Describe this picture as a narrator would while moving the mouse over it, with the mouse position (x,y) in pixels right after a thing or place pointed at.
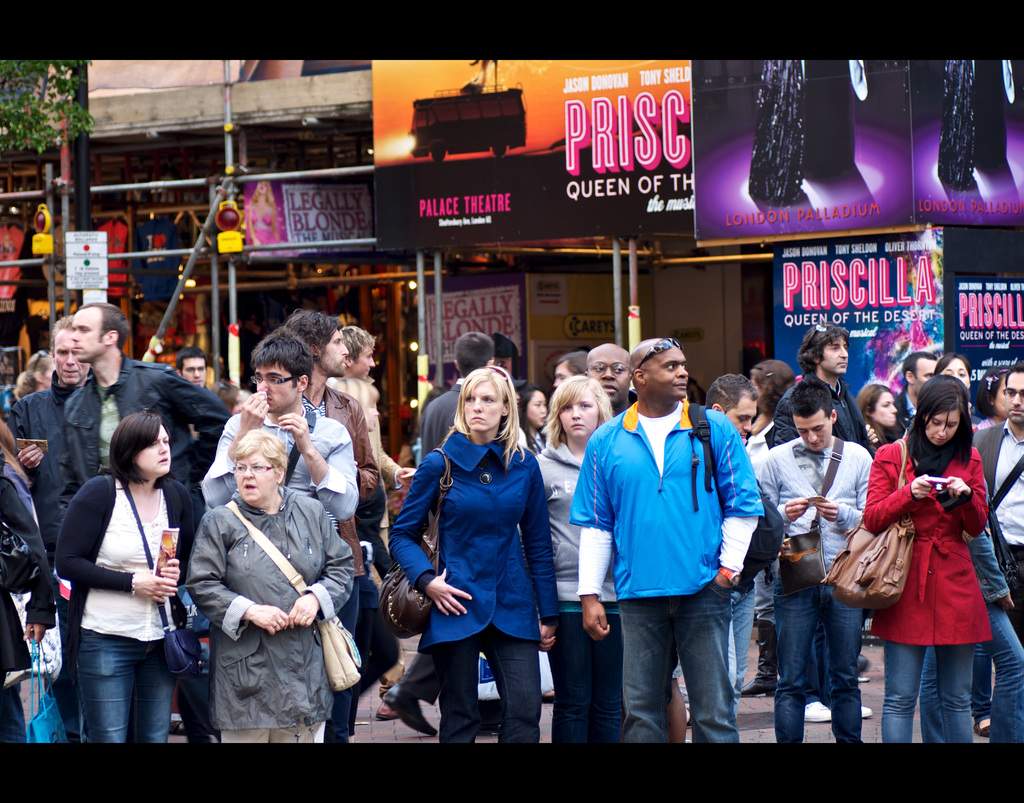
This is an edited image. I can see a group of people (263,394) standing. In the background (889,277), there are hoardings (461,284), iron poles (436,353) and clothes (172,247). At the top left corner of the image (58,133), I can see the leaves (30,130).
